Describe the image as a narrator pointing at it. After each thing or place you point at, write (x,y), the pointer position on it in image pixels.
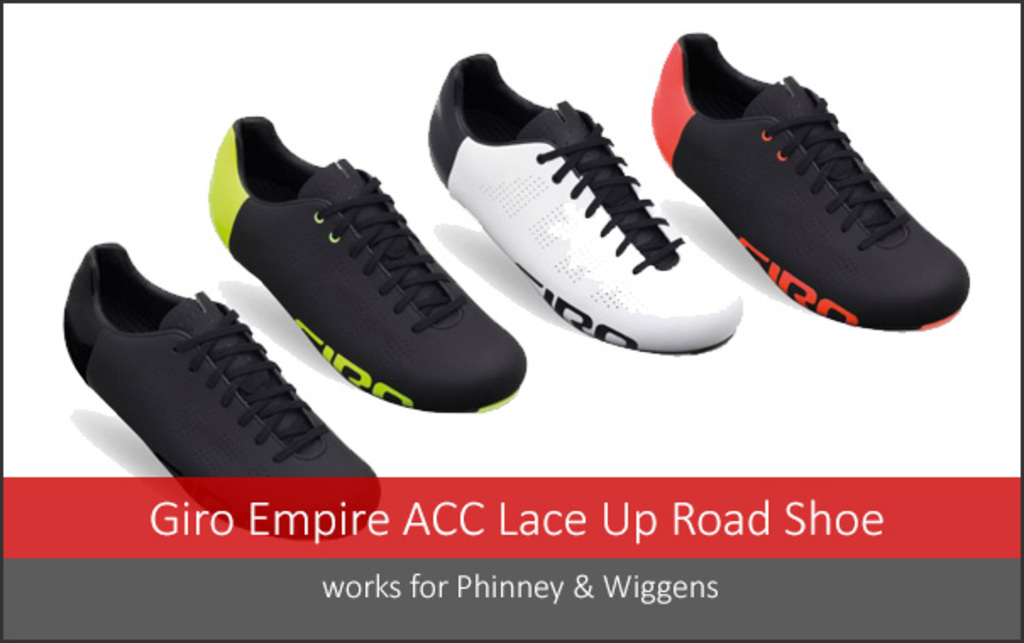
In this image I can see four shoes (157,391). They are in black, green, white and red color. Background (894,358) is in white color.
